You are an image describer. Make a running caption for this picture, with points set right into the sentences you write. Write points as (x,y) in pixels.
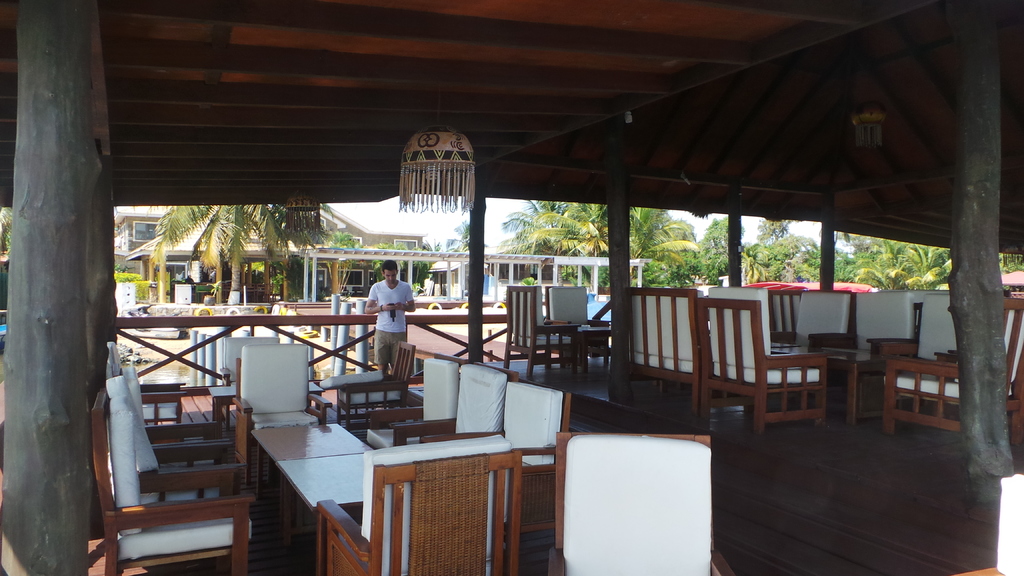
This picture shows few chairs (464,455) and tables (300,490) and we see a man (383,334) standing and is holding a camera (398,310) in his hand (396,306) and we see a building (131,228) and few trees (648,239) and few decorative hangings (426,187) to the roof (824,121).
